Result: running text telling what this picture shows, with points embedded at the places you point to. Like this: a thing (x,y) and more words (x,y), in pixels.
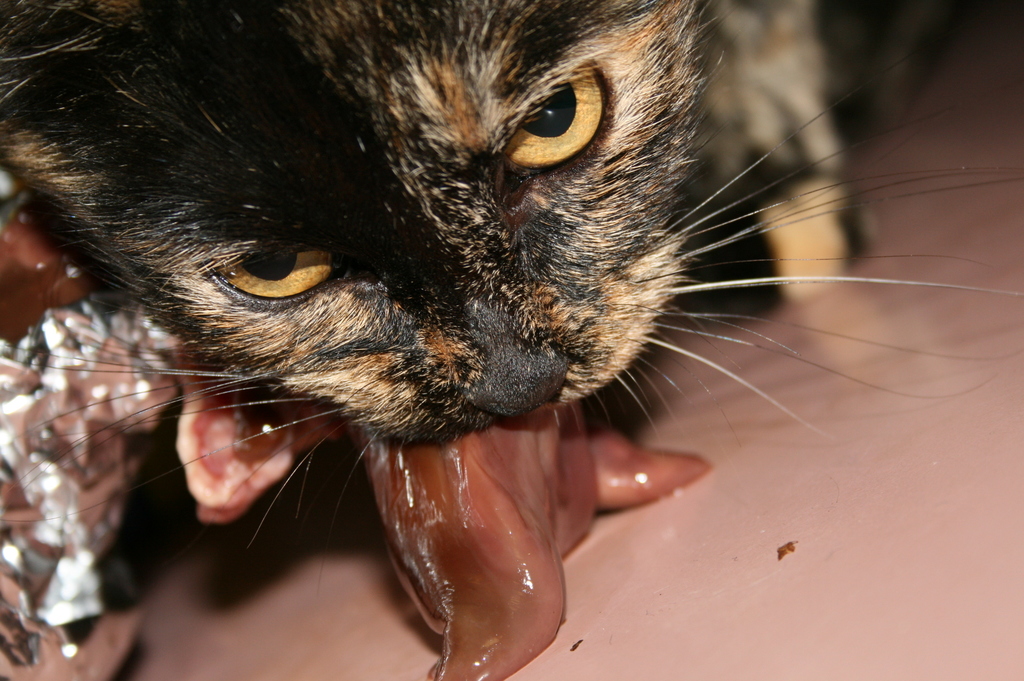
In this picture there is a cat (389,186) who is holding some meat (440,534) in his mouth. In the bottom left corner (56,518) there is a foil paper (56,539).
